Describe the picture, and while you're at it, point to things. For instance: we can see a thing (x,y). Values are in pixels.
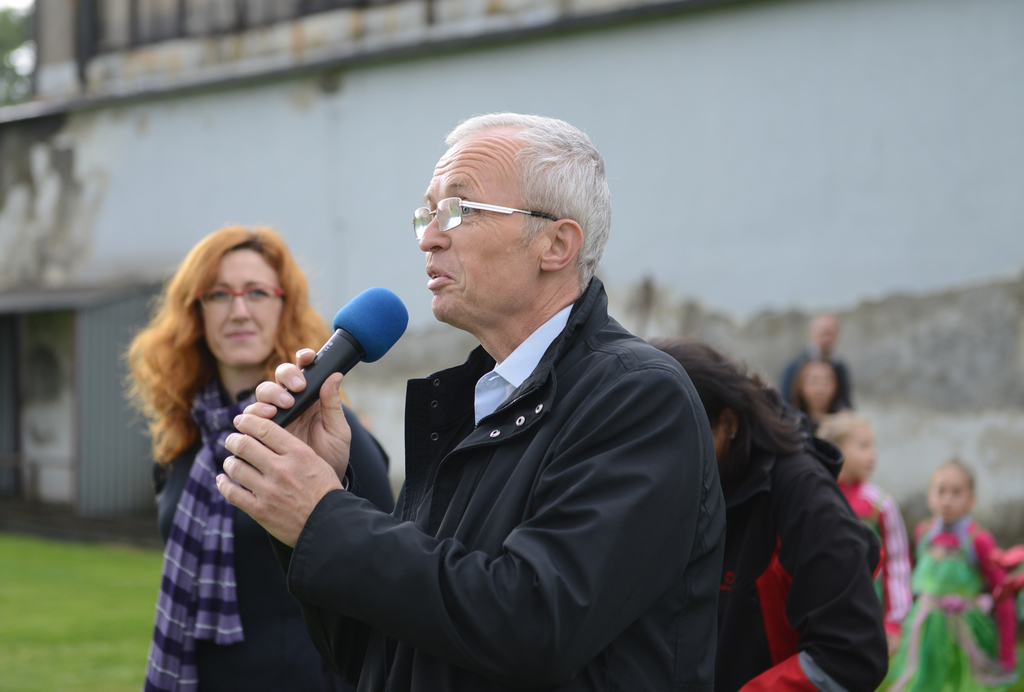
Pictures of outside. In the center (575,290) there is a man (523,351) holding a microphone (333,364), standing and seems to be talking. On the left (209,306) there is a woman (192,466) standing. In the background (751,74) we can see a wall (608,55), a shed (96,306) and some group of people (843,488) standing.
